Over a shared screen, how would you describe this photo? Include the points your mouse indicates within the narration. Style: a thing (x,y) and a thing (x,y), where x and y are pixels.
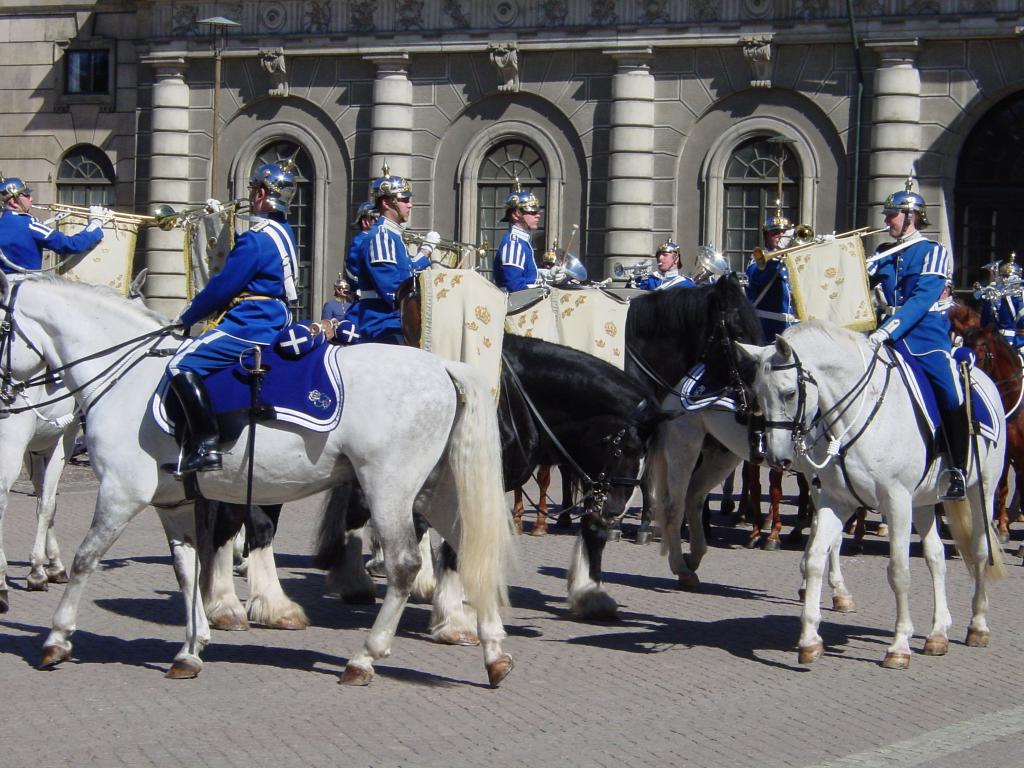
In this image we can see men (1021,305) are sitting on the back (386,376) of the horses (408,359) and playing some musical instrument (774,251). They are wearing blue color uniform (378,276). We can see a building (676,157) with glass windows (64,159) in the background (121,153).
